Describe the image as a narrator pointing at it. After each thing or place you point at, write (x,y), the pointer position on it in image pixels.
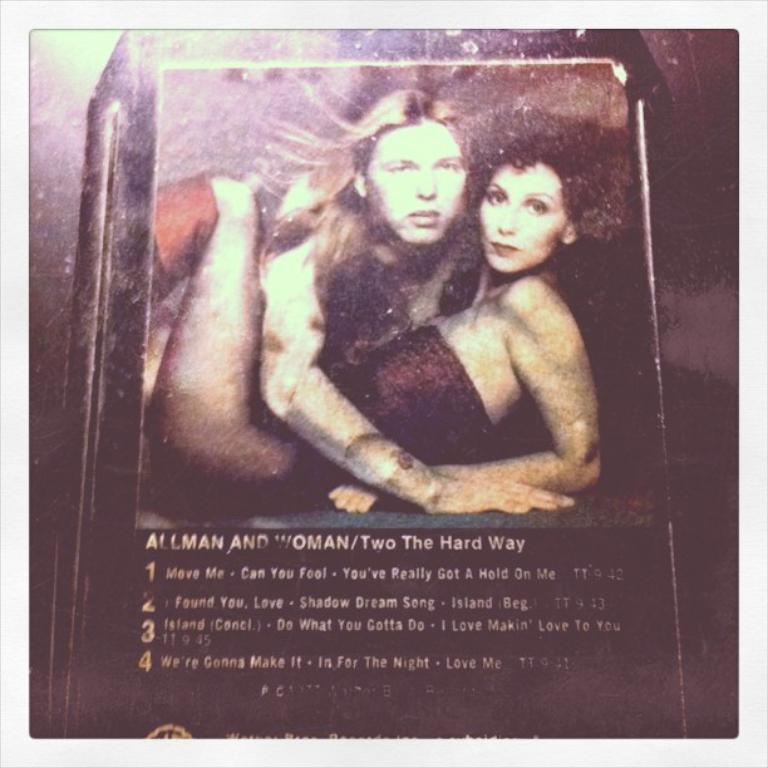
In the image we can see a frame (677,13).
